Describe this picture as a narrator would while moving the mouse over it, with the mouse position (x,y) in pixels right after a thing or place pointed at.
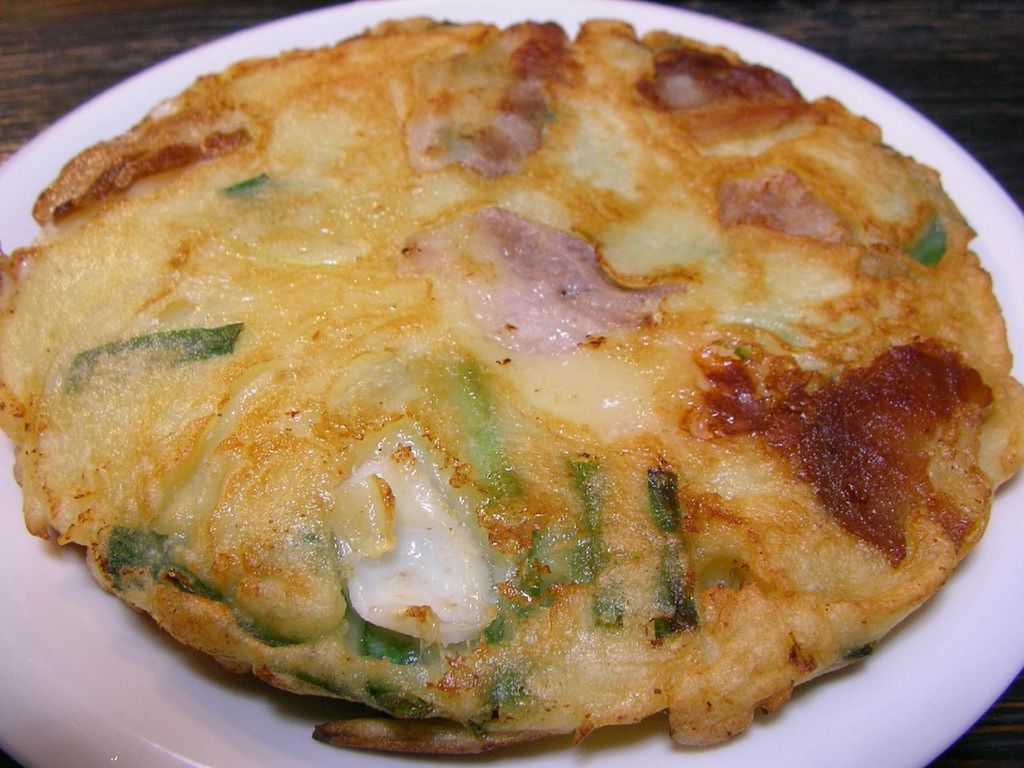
In this picture we can see a pancake (797,331) in the plate (982,212).
